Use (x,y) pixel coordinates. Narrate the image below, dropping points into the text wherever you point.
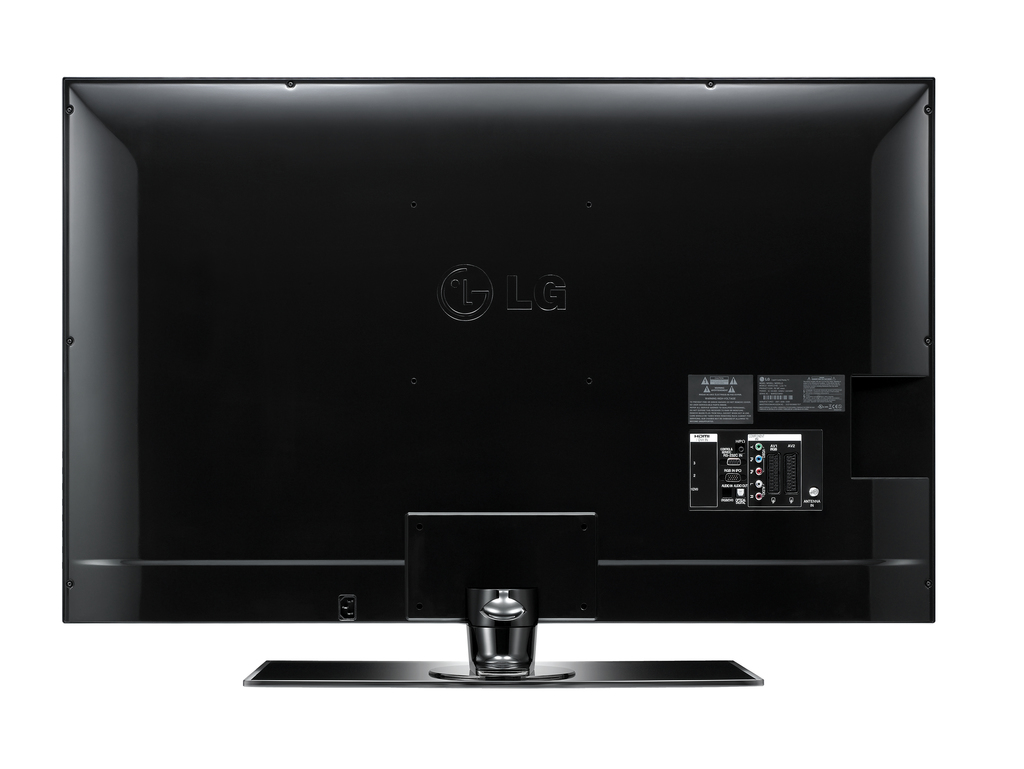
In the image we can see a back side (419,118) of the television (161,160).
